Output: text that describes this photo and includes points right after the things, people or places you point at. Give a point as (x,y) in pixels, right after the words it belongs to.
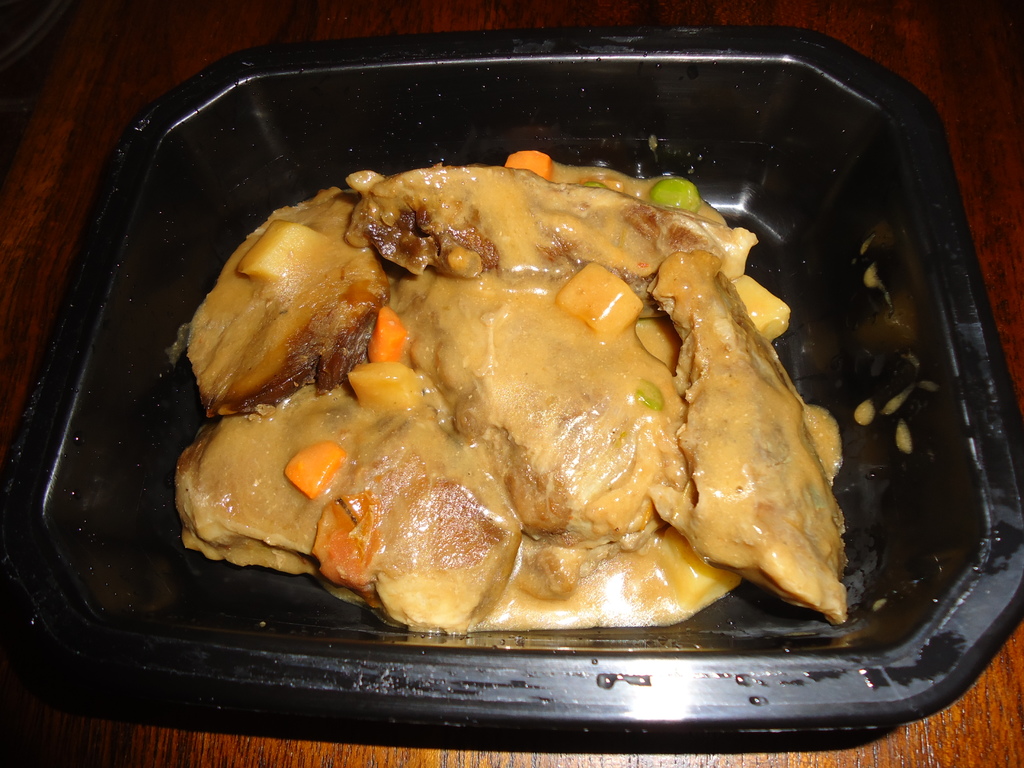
In this image there is a table (827,757), on that table (894,739) there is a bowl (160,308), in that bowl (130,466) there is a food item (453,406).
